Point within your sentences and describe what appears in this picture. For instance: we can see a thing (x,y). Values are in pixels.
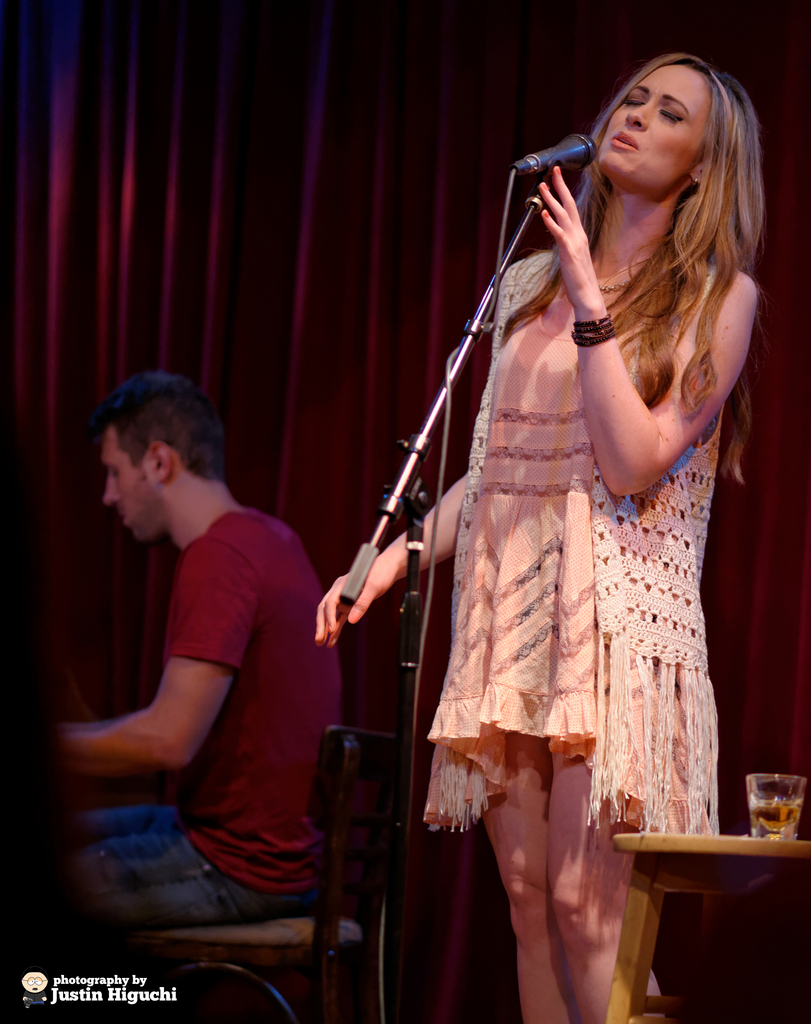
In this picture, we see a woman (633,517) is standing. In front of her, we see a microphone stand (537,206). I think she is singing the song on the microphone (529,161). In the right bottom (786,840), we see a stool (735,841) on which a glass (789,825) containing the liquid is placed. On the left side (212,681), we see a man (165,892) in the maroon T-shirt (304,711) is sitting on the chair (327,955). In the background (316,287), we see a curtain (264,261) or a sheet (297,319) in maroon color.
